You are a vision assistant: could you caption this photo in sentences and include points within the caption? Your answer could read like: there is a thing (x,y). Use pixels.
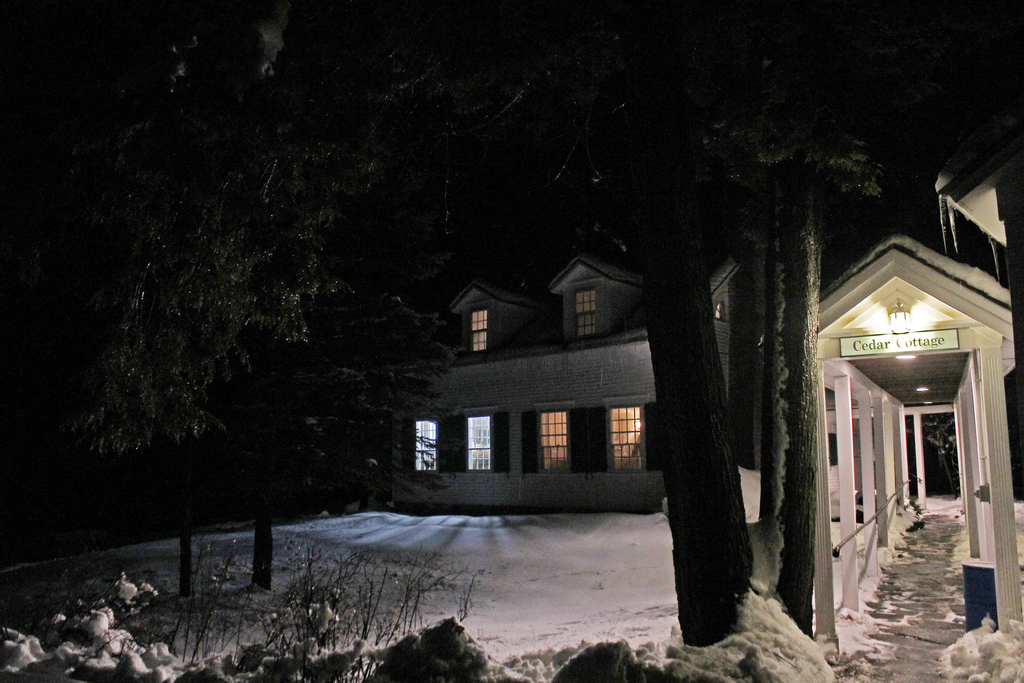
In this image there are few plants (327,595) and trees (640,202) on the land (600,588) which is covered with snow (593,627). Background (524,476) there is a building (536,426) having windows (552,413).
